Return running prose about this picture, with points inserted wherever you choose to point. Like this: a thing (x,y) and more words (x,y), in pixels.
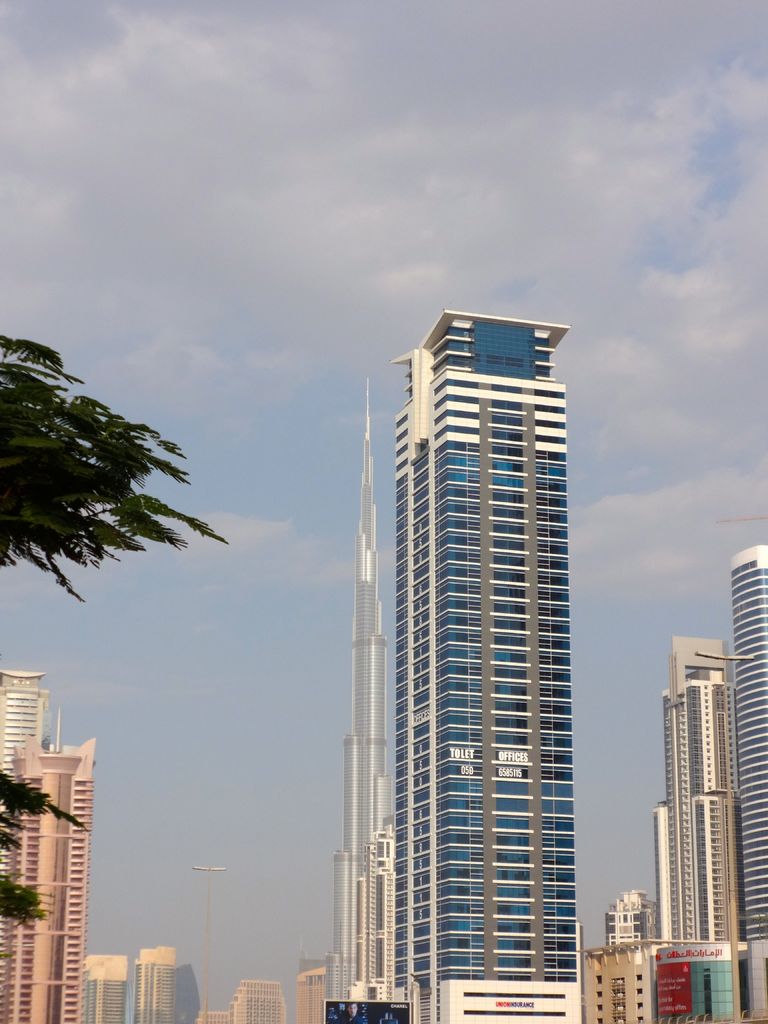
In this image there are some buildings (346,920) and skyscrapers (753,870) and some poles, on the left side (43,420) there is a tree (52,467). At the top of the image (221,57) there is sky (218,241).
